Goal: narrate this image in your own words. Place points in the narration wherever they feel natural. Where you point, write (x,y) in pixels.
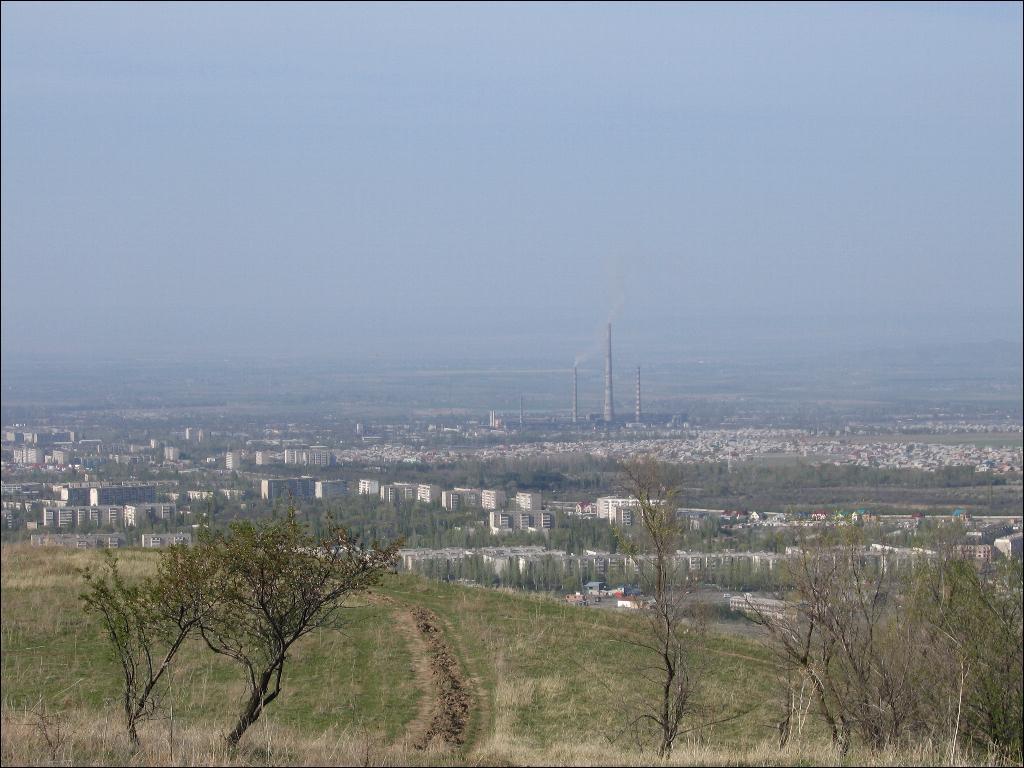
In the foreground of this image (449,701), there is grass (517,684) and few trees (946,682). In the background (742,398), there is city (322,439) which includes, trees (498,479), buildings (527,503) and towers (638,398) and on the top (476,58), there is the sky (449,63).
